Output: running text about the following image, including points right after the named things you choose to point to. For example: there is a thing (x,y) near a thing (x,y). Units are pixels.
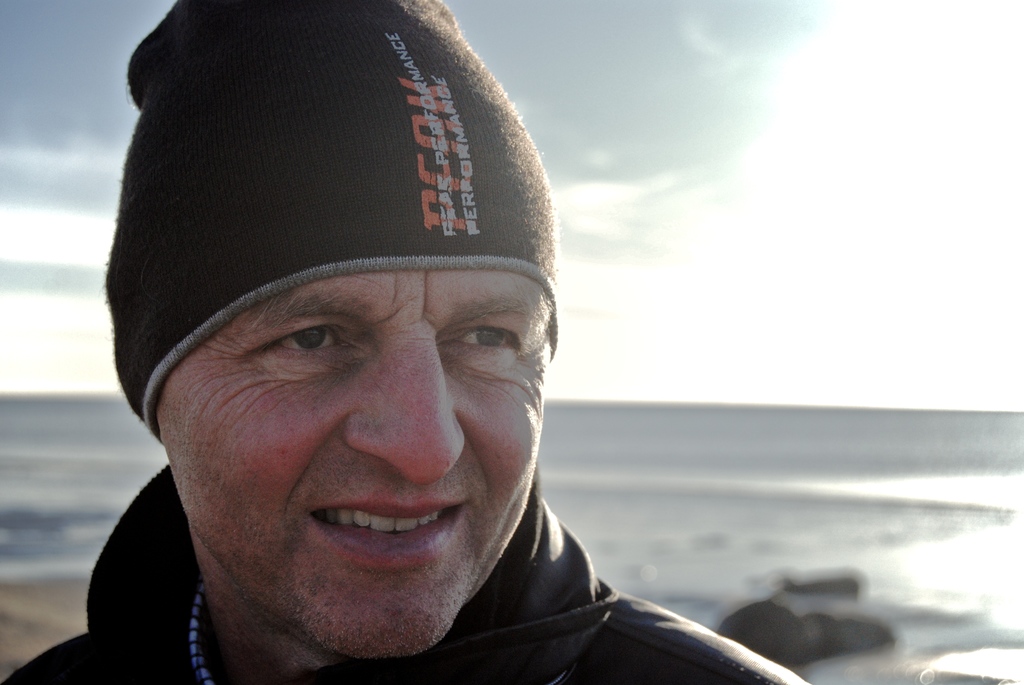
In the foreground of the image (92,598) there is a person (533,331) wearing a cap (209,307). In the background of the image (659,456) there is water (732,421) and sky (651,299).
